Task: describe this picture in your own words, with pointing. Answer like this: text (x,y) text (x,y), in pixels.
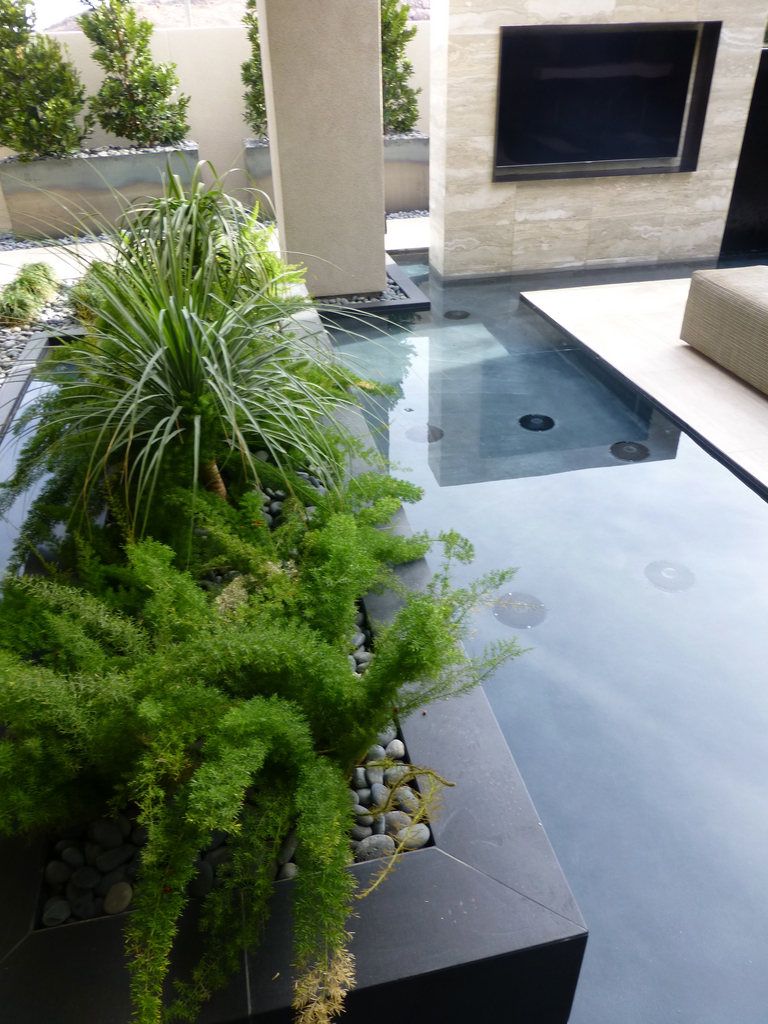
Beside the seating area (681,316) there is a pillar (327,230) and in front of the pillar (319,248) there are many plants (194,496) and behind the pillar (331,95) there are some small trees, the pillar (363,168) is of cream color.
